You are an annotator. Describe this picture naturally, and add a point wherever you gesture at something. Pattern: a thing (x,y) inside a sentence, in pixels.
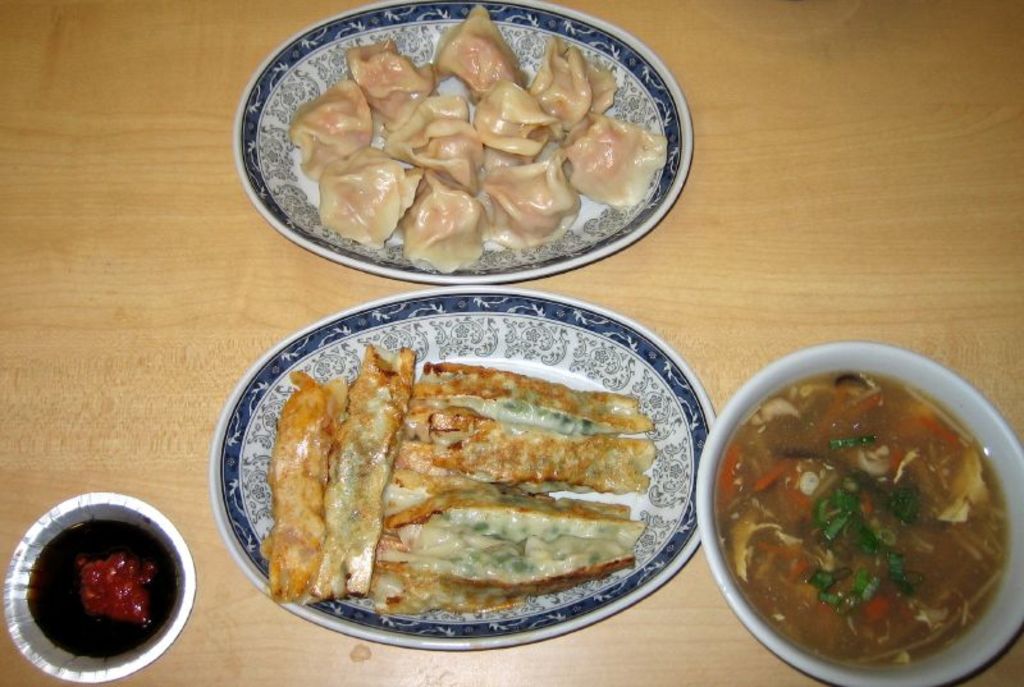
This image consists of food (478,29) kept on the table (757,684). In the front (349,406), we can see two bowls (139,612) and dumplings (411,125) kept on the plates (446,90). The table (109,285) is made up of wood (146,345).
